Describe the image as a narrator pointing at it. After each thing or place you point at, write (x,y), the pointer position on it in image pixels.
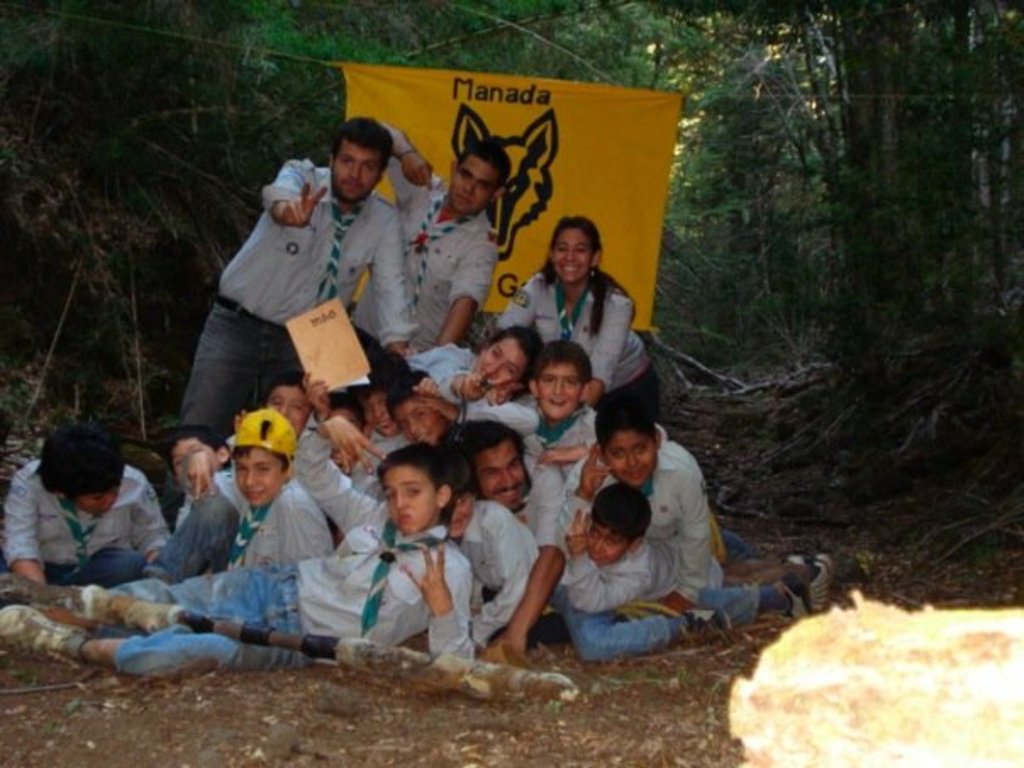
In the image there are a group of children (443,453) posing for the photo and behind them is a banner (520,175), behind the banner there are trees (775,245).
